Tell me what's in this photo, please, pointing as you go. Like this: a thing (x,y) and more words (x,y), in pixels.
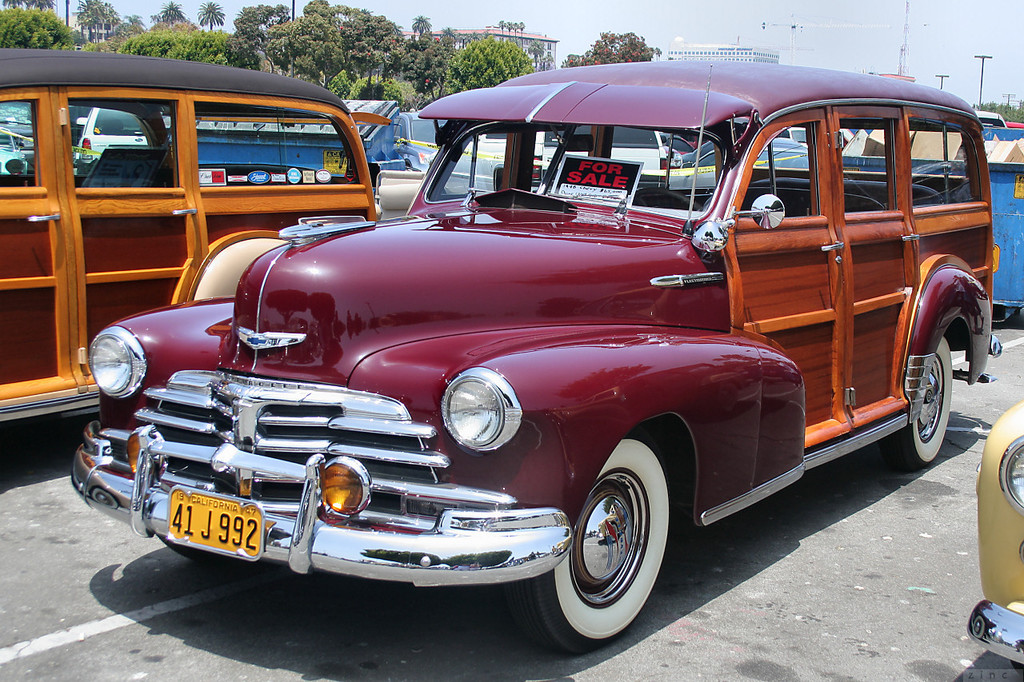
In the middle of this image (577,284), there is a red color vehicle (649,295) on the road (194,636). On both sides of this vehicle (605,517), there is a vehicle (994,604). In the background (1007,70), there are other vehicles (422,120), trees (526,72), buildings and poles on the ground (195,618) and there are clouds (820,19) in the sky (485,21).
